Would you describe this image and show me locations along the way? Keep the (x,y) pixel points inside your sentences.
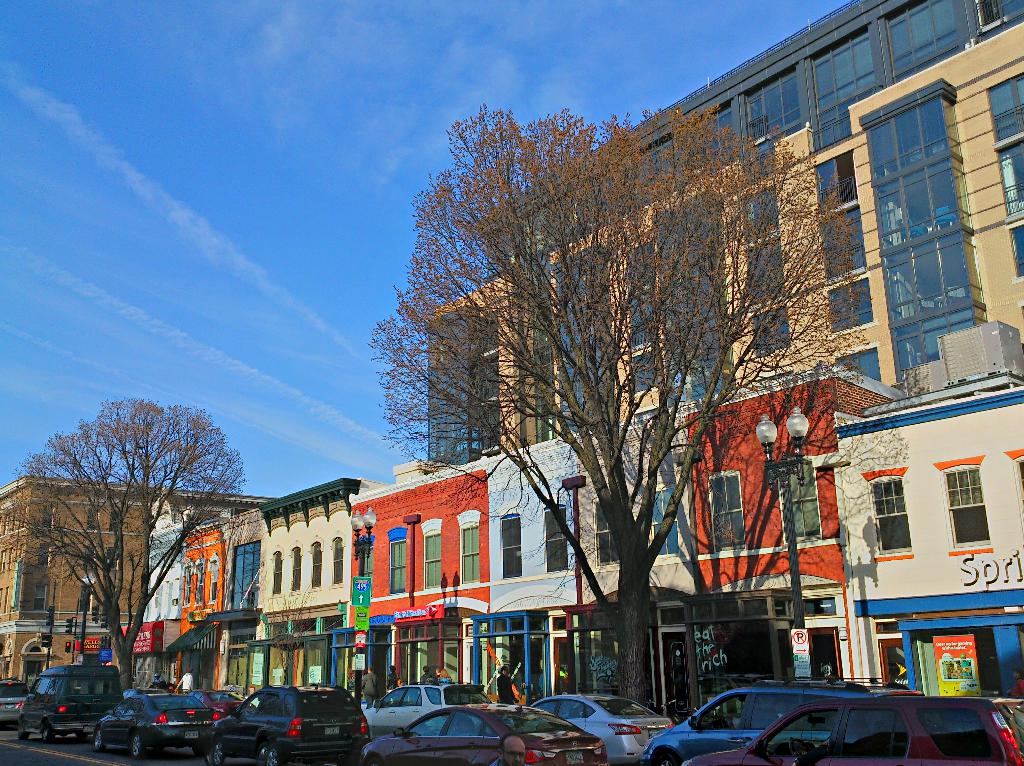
Here in this picture, in the front (131,718) we can see number of cars (252,731) present on the road (44,742) and we can also see lamp posts (358,541) and trees (129,540) present and beside that we can see number of buildings (580,588) and stores (462,634) with windows (414,645) and doors (561,692) present on the ground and we can also see hoardings (940,676) and banners (386,618) present and we can also see sign boards (361,644) present and we can see clouds (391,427) in the sky (517,84).
